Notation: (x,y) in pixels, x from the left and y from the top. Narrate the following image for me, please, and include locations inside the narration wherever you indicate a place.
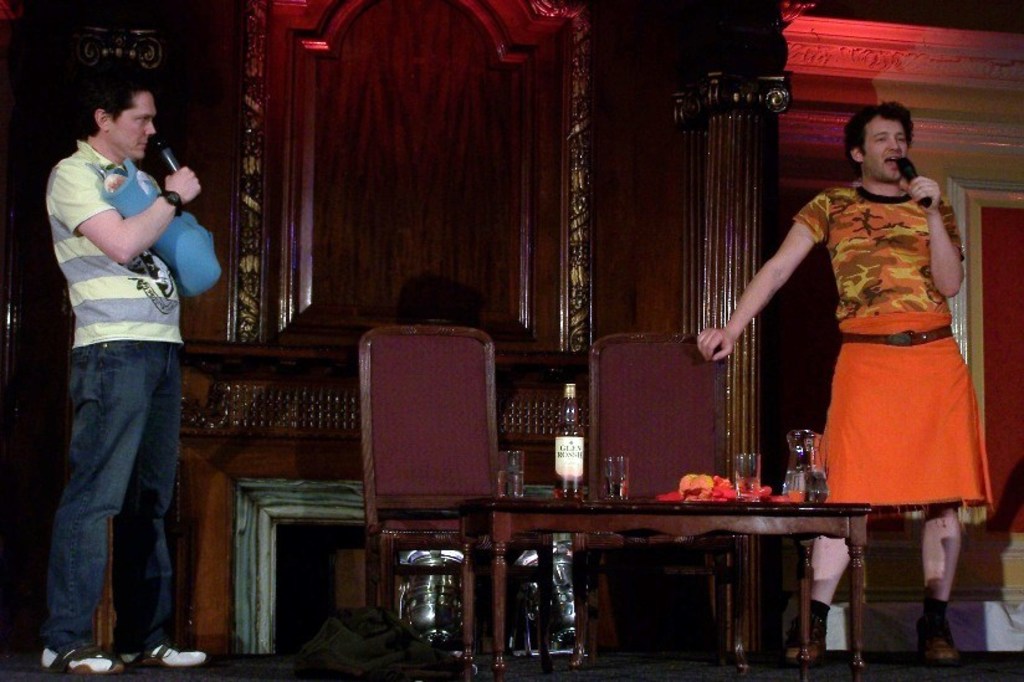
In this image I can see a person (106,303) wearing t shirt (103,304) and blue jeans (99,427) is standing and holding a microphone (174,161) and another person (730,339) wearing orange colored dress (857,345) is standing and holding a microphone (908,161). I can see a table (598,513) and two chairs (480,443) in between them. On the table (639,513) I can see few glasses (629,479), a bottle (581,454) and a glass jug (807,477). In the background (771,408) I can see the wooden wall (529,139).
